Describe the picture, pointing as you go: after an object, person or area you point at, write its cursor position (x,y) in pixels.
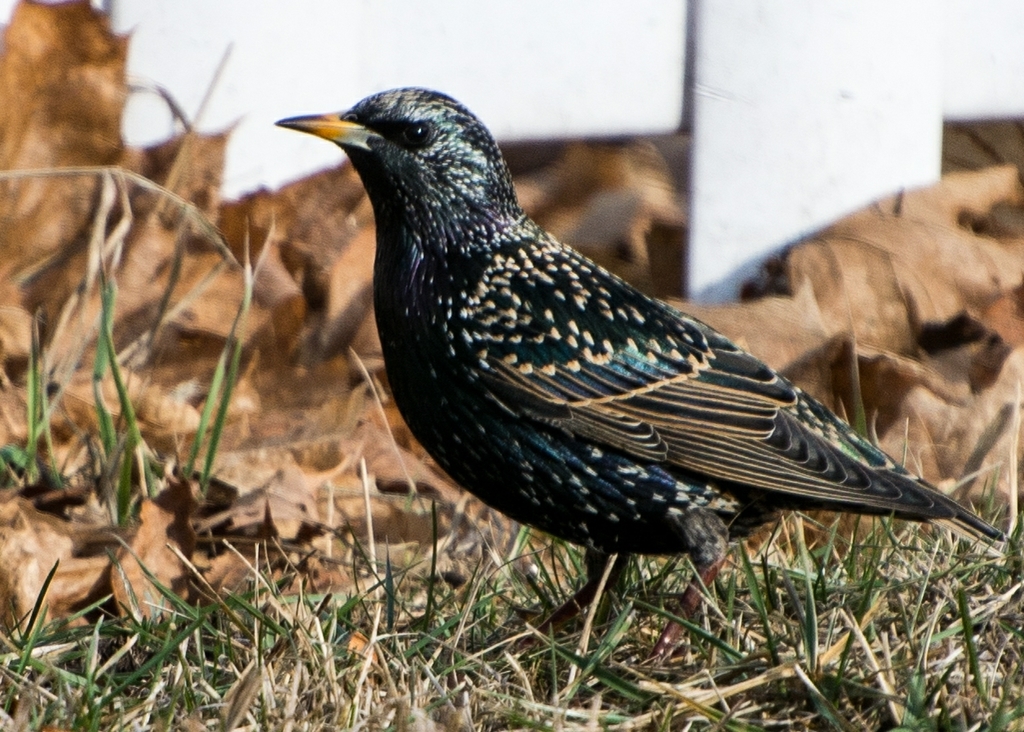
In this image I can see the bird (558,430) which is in black, cream, yellow, green and blue color. It is on the grass (419,632). To the side of the bird (625,378) I can see the dried leaves (9,225). In the background (535,110) I can see a white fence (327,87).
